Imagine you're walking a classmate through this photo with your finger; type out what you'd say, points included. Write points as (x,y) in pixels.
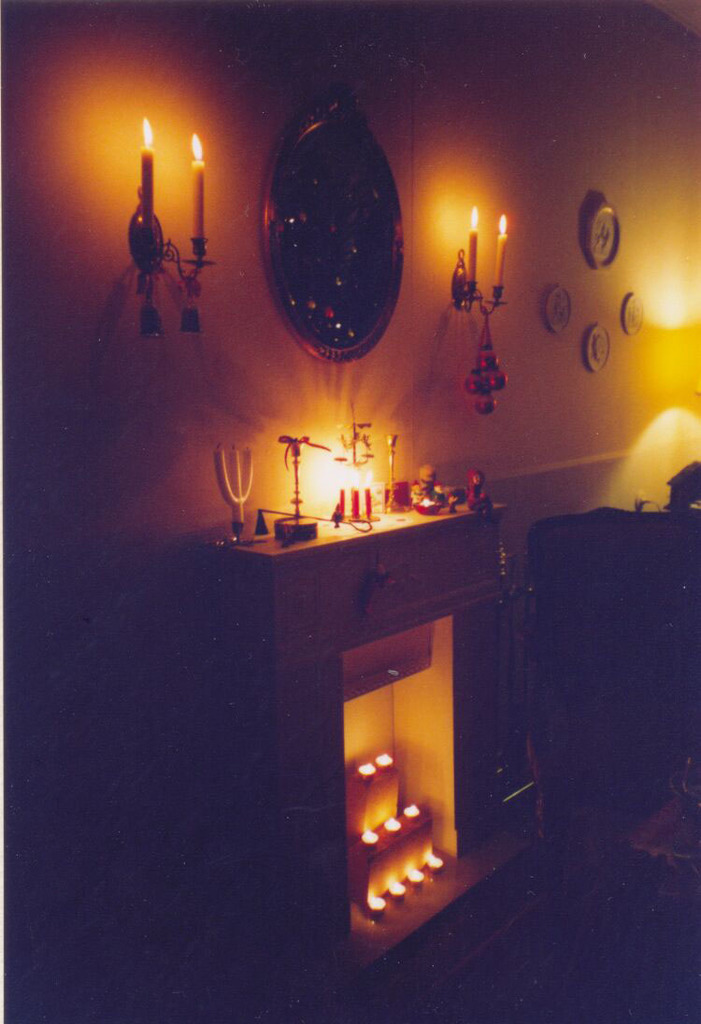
Here we can see candles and toys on the cupboard (369,600). In the background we can see frames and candles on the wall (232,372).
